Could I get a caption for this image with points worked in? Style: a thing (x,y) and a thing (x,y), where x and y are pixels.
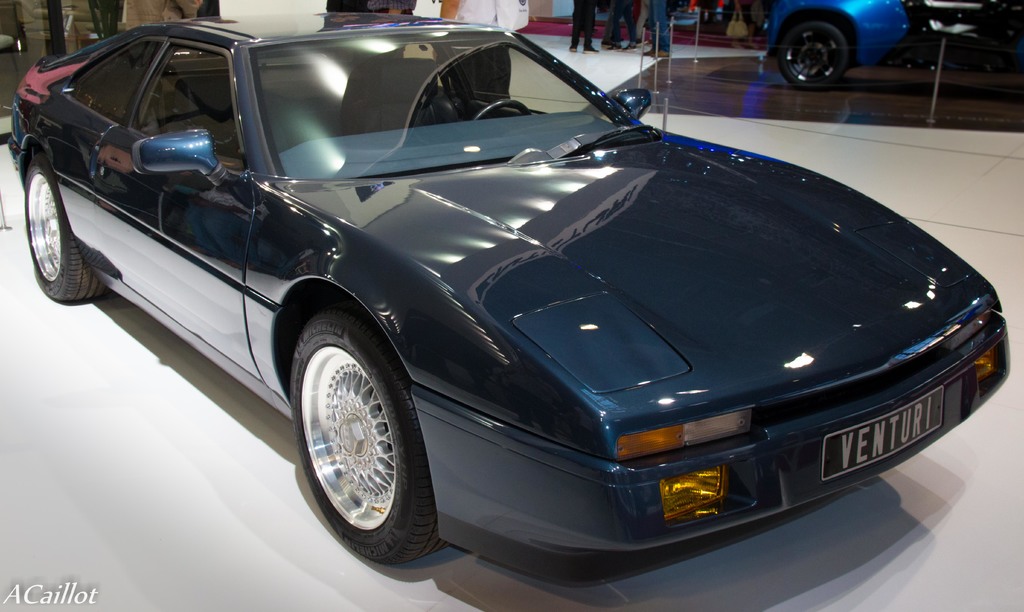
In this image we can see two cars (679,137), poles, rope (877,48), also we can see a few people (748,14), and there is a text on the image.
